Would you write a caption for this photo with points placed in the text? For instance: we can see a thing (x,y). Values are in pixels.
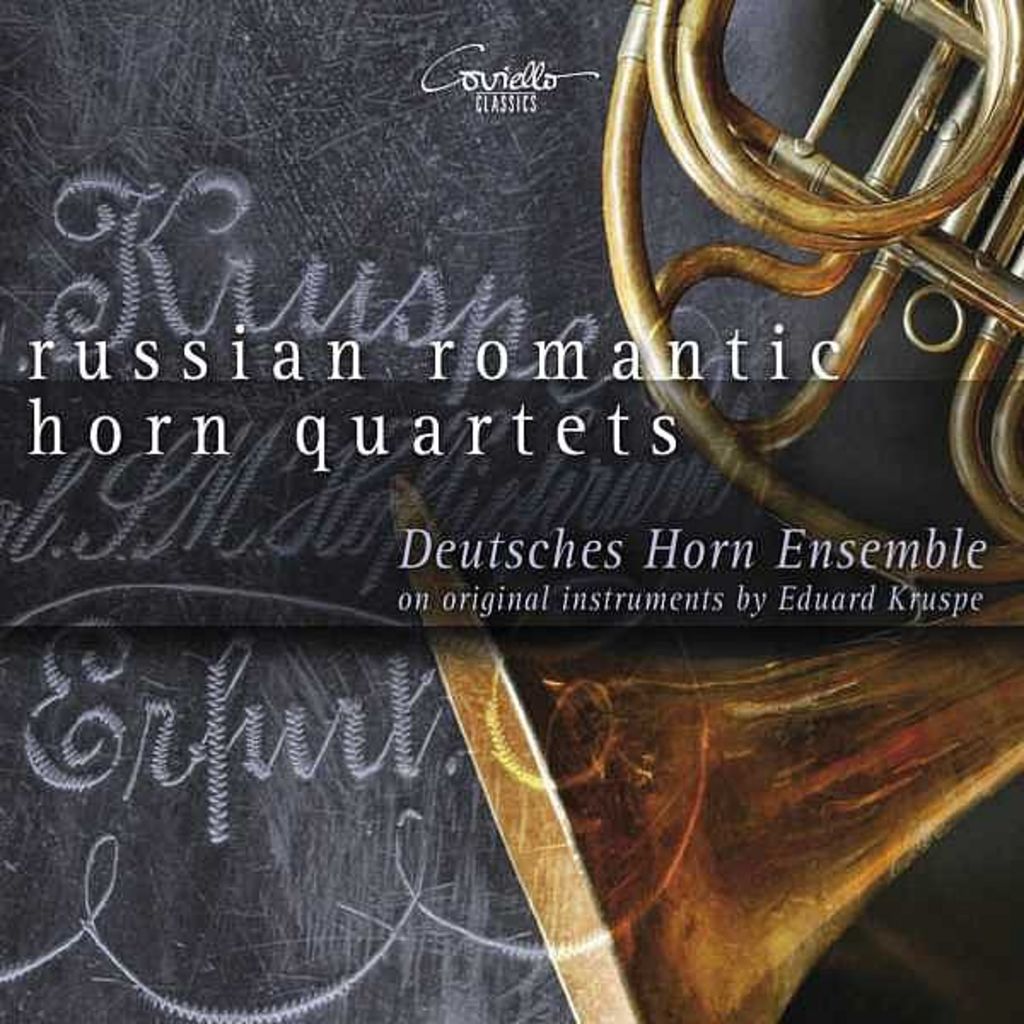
In this image there is a poster (864,551), on that poster (665,426) there is some text (665,426) and in the top right (951,184) there are pipes (881,204).
